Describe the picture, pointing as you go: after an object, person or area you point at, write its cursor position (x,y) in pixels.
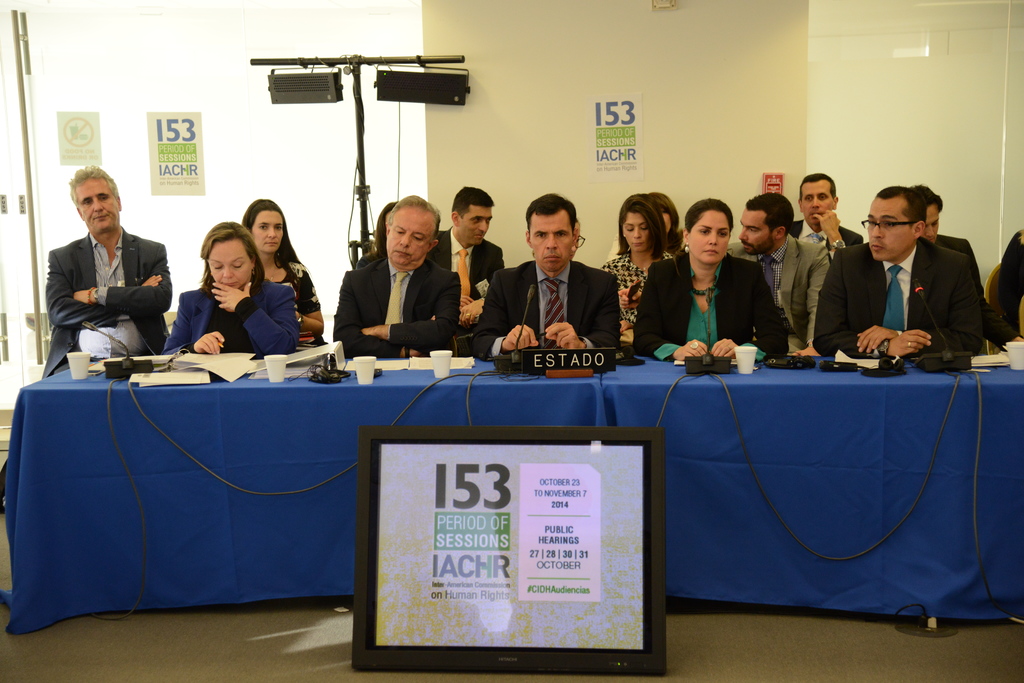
In this picture there is a meeting being taken place. In the center of the image (677,403) there is a desk (293,434), on the desk (986,403) there are cups (79,366), mic (511,359), and name plate (564,372). There are many people (647,227) seated. In the background (844,31) there is a wall (529,175). In the foreground (506,439) there is a hoarding (424,618).
